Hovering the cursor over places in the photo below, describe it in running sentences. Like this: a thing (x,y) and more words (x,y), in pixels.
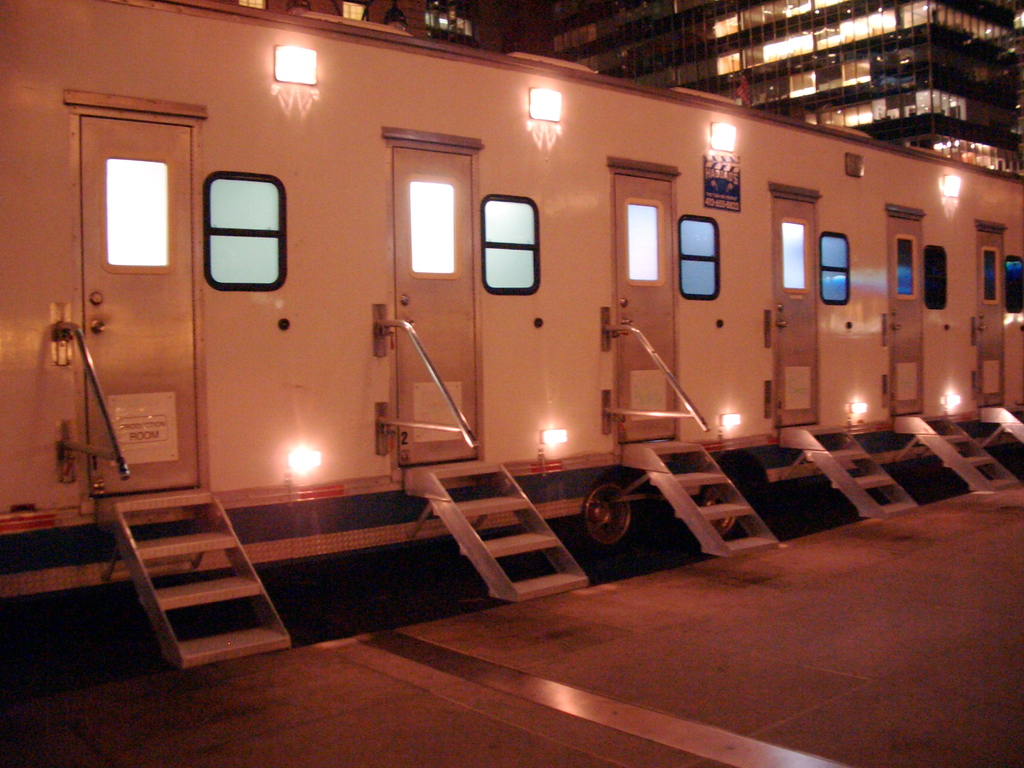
In the center of the image (625,494), we can see a trailer (460,274) and there are lights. In the background (731,50), there are buildings (751,60) and at the bottom (677,682), there is floor (700,646).
